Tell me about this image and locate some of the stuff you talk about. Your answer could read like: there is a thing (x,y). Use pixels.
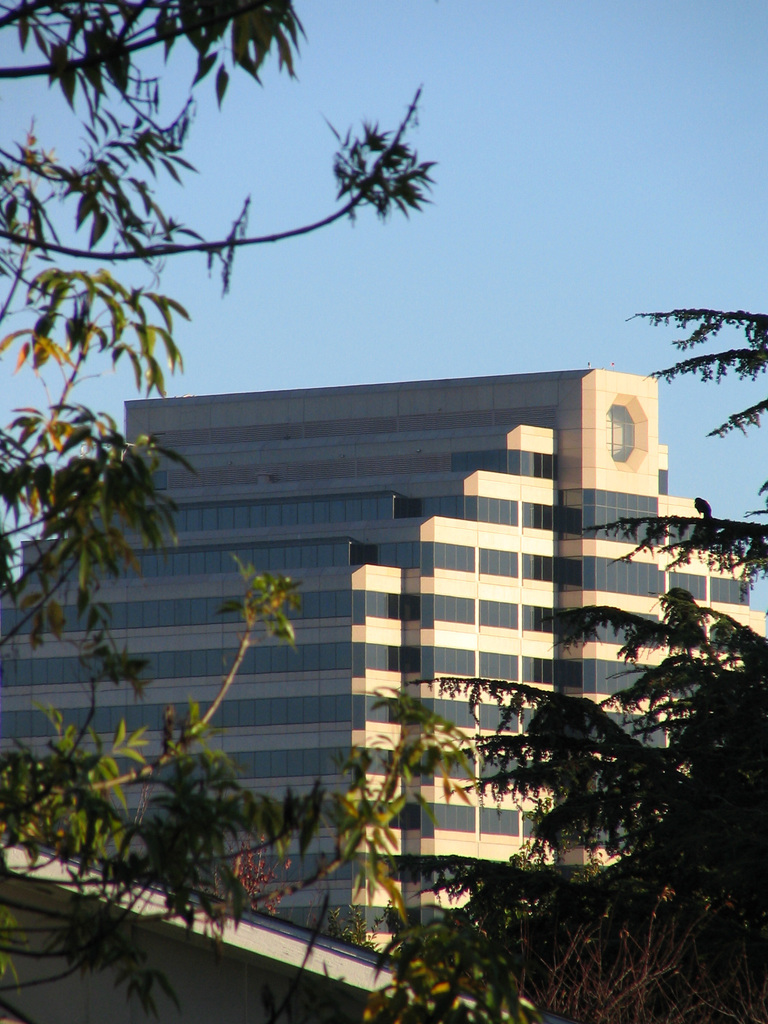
This image is taken outdoors. At the top of the image (494,202) there is a sky (544,108). On the left (24,603) and right sides of the image there are a few trees (506,957). In the middle of the image (356,590) there is a building (251,691) with walls (335,625), windows (373,558) and a roof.
